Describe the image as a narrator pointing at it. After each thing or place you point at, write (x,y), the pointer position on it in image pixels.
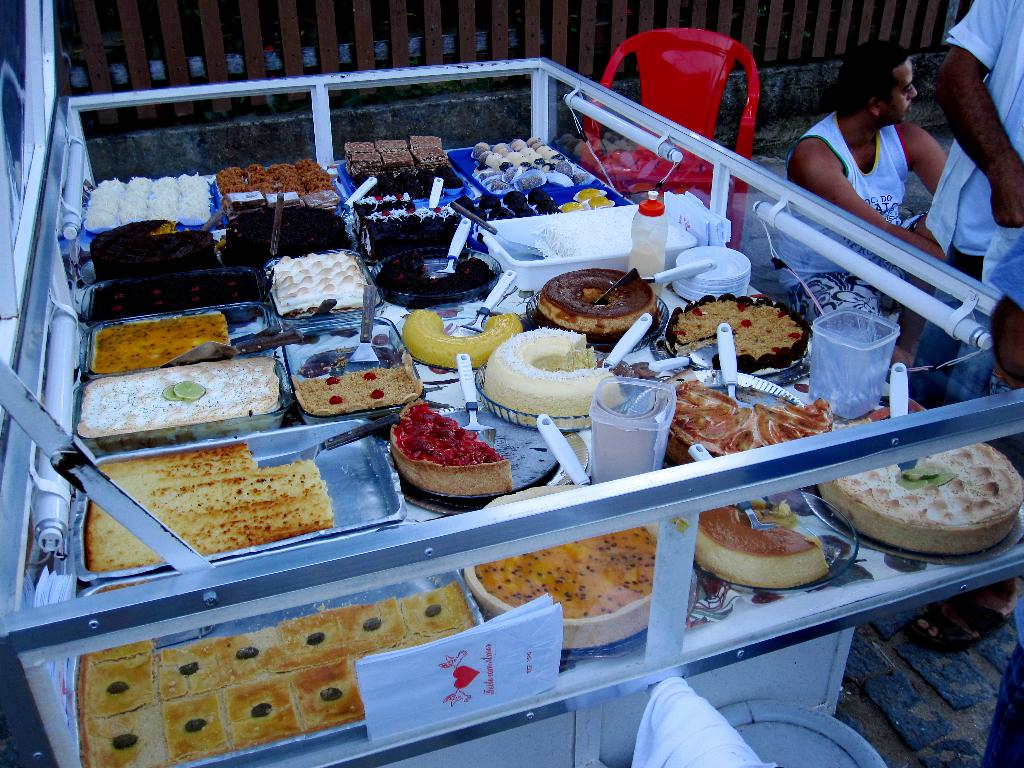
In the picture I can see many food items (293,482), containers (617,454), spatulas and tube lights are placed on the table (193,614). On the right side of the image (1019,62) we can see two persons (988,166). In the background (744,69), we can see red color chair (663,28) and the wall (273,117).
